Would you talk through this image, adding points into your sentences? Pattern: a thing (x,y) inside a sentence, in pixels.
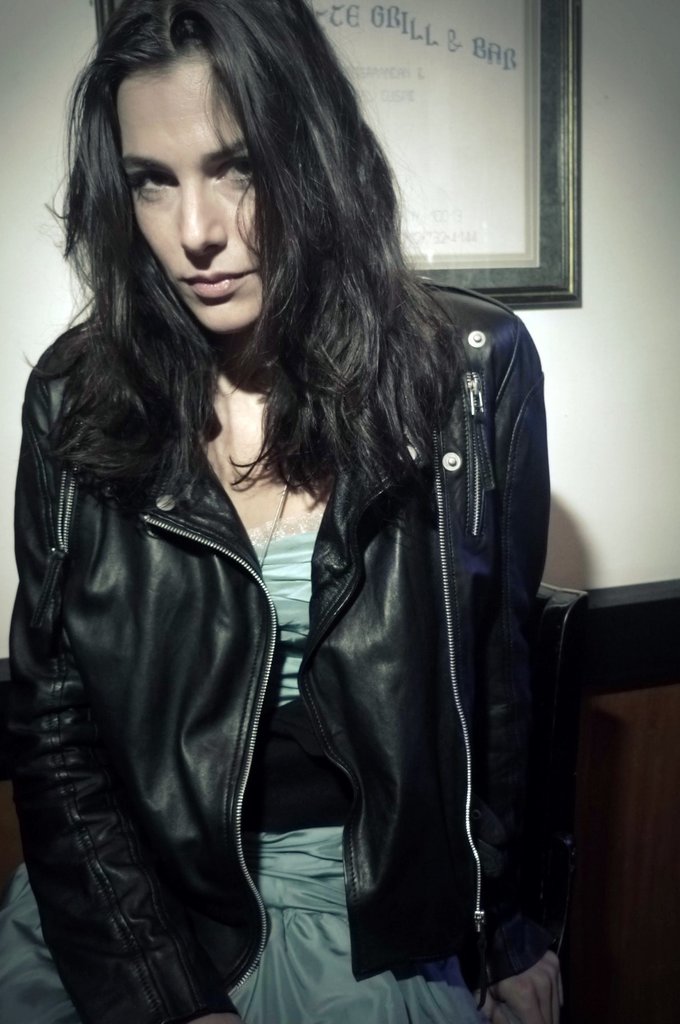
In the middle of this image (253,474), there is a woman (170,323) in a black color jacket (149,552), watching something. In the background (551,187), there is a photo frame (521,169) attached to the white wall (633,78) and there is an object (612,660).
